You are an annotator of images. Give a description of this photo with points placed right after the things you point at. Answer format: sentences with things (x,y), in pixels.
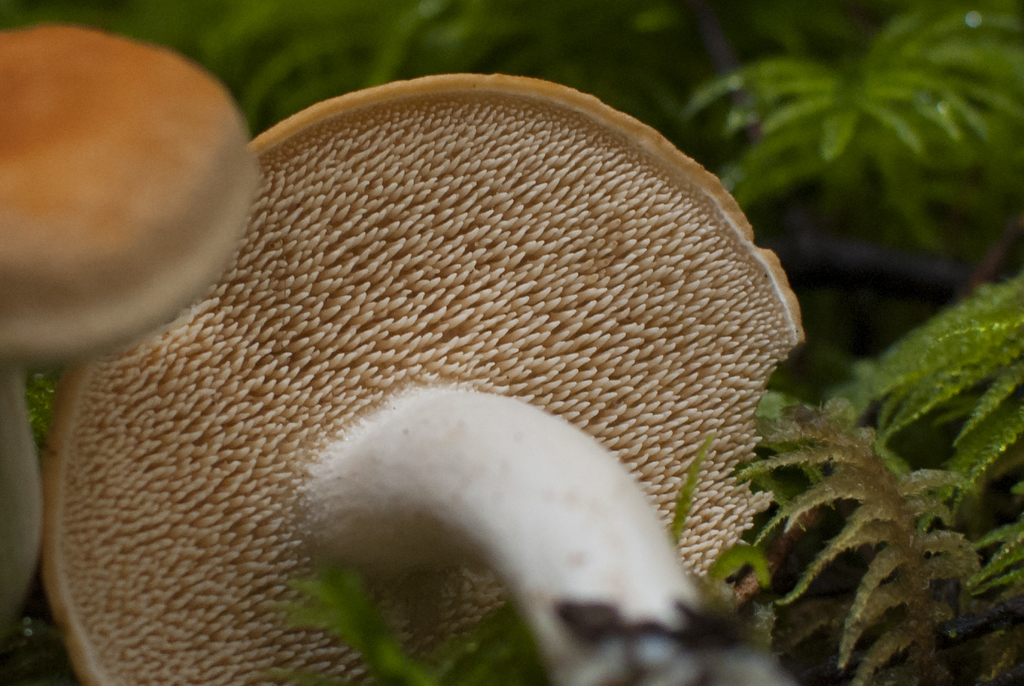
In this picture I can observe mushrooms (239,237) which are in cream and white color. In the background (285,71) there are some plants (806,178) which are in green color.
